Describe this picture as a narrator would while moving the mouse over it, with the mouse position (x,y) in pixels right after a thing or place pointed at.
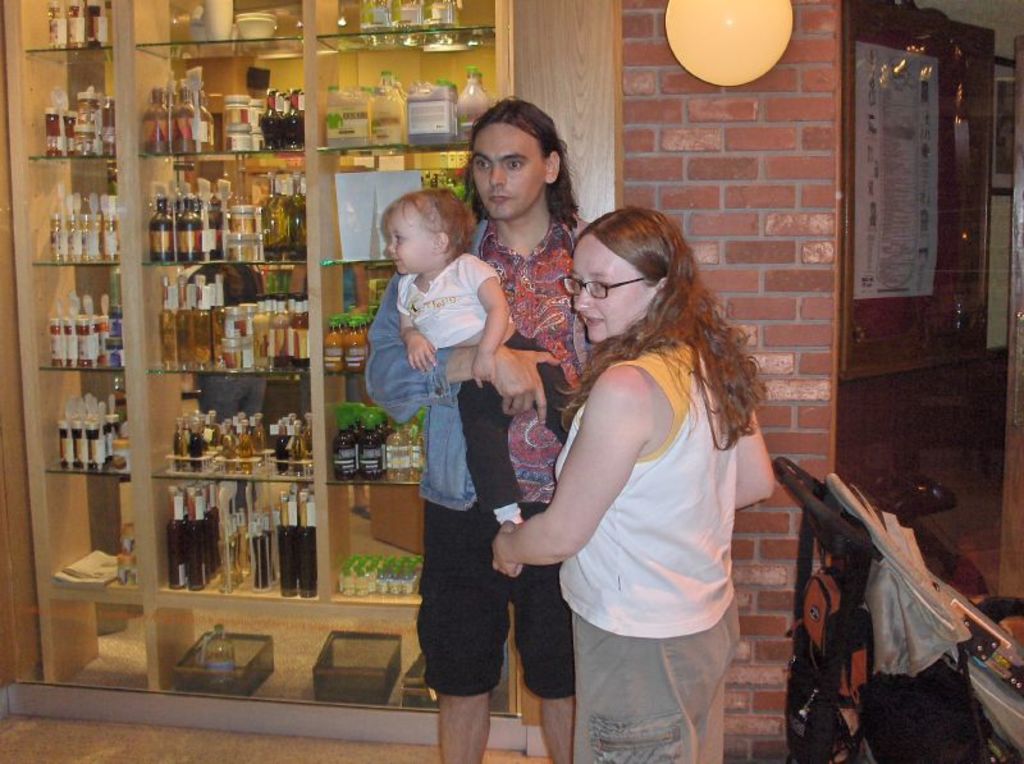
In this picture we can see three persons (633,497), a person (566,352) on the left side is holding a kid (493,340), in the background (145,98) there are some shelves (242,477), we can see some bottles (180,564) present on the shelves (134,109), on the right side (878,290) there is a board (930,315), we can see a paper (883,206) pasted on the board (875,162), we can see a wall (794,218) here.
